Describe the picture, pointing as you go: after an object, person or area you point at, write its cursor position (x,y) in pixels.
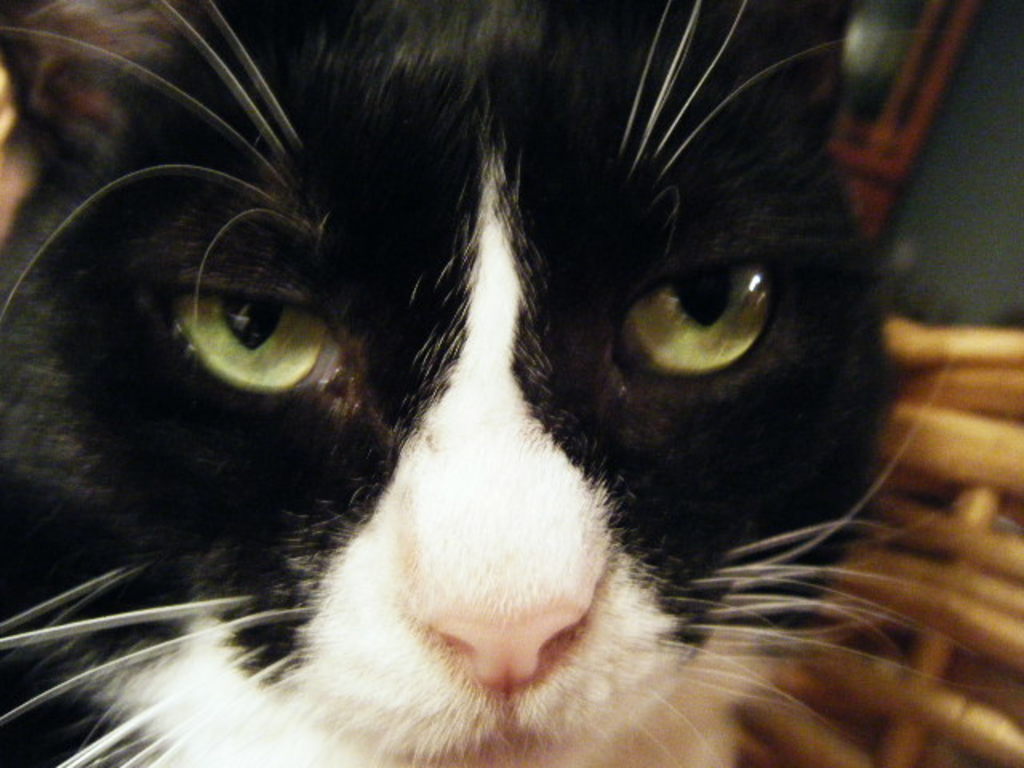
In this picture we can see a cat (571,414).
